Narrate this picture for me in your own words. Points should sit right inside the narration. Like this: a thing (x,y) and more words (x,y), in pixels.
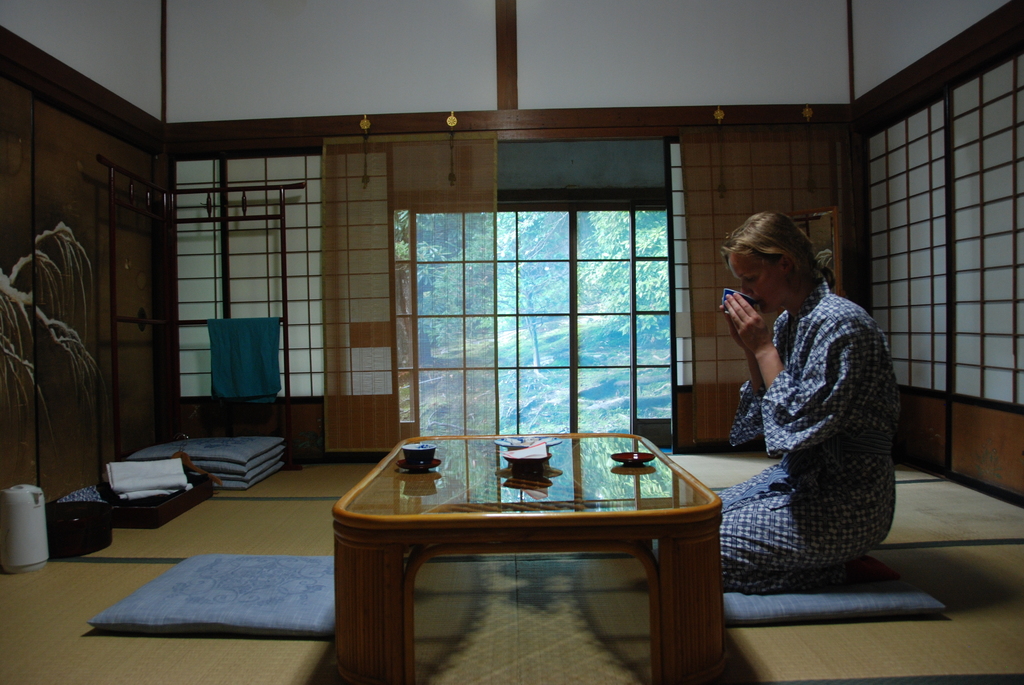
In this image I can see a woman (872,342) is sitting on the right side (818,565), under her legs (772,583) I can see a cushion (775,604). On the middle of this image (627,438) I can see a table (349,667), few more cushions (160,458) and few other stuffs (61,511) on the ground (129,584). On the table (478,525) I can see a plate (524,438), a cup (418,448) and few other things (540,469). On the left side of this image (244,364) I can see a blue colour cloth (262,318) and in the background (626,284) I can see number of trees (609,275).
